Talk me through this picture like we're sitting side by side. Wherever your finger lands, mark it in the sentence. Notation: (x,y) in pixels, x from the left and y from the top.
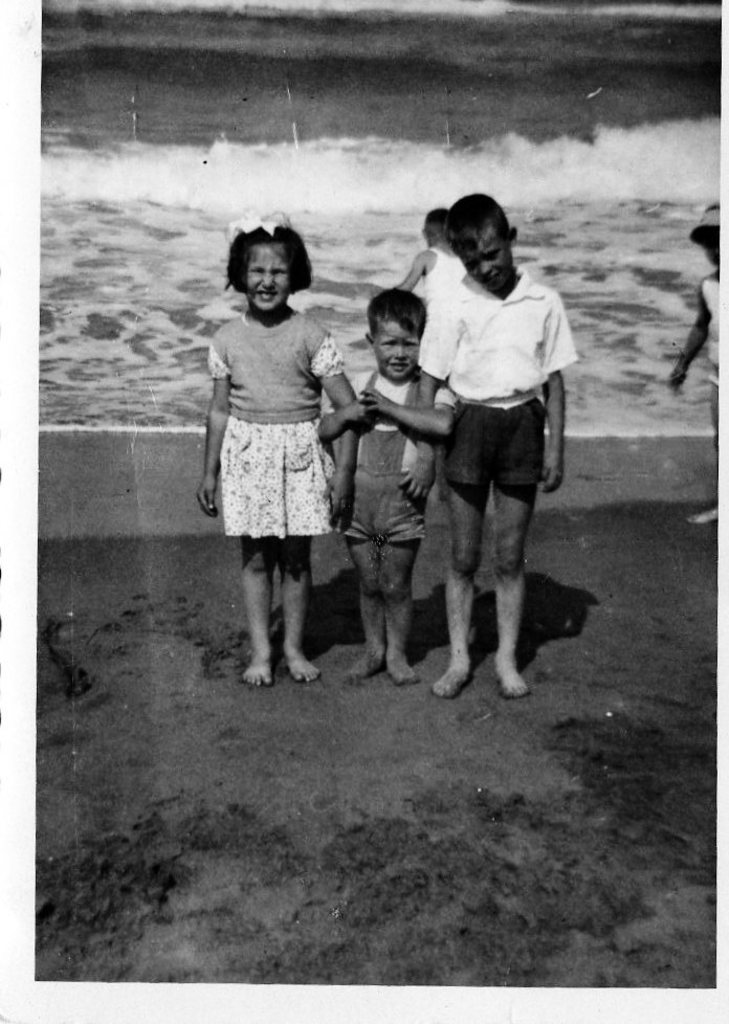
In this picture I can see there are three children (291,423) standing here on the sand (530,638) and in the backdrop (599,241) I can see there is a ocean (360,240).
